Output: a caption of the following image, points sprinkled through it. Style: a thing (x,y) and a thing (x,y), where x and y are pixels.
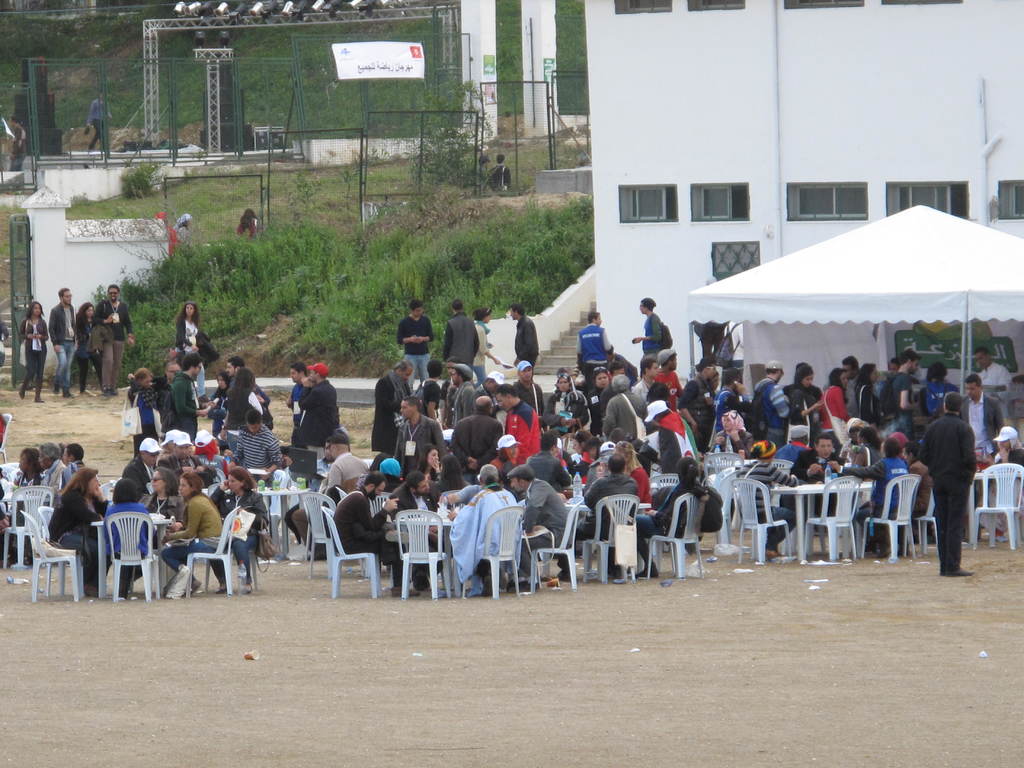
In the center of the image (344,467) we can see a few people (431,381) are sitting, few people (515,391) are standing and a few people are walking. Among them, we can see a few people (652,435) are wearing caps (603,449) and a few people (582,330) are wearing bags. And we can see the chairs (838,493), tables (279,498) and some objects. In the background (737,79) there is a building (717,90), one tent (963,303), pillars (540,39), plants (565,67), pole type structures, few people (705,416) and a few other objects (264,215).
